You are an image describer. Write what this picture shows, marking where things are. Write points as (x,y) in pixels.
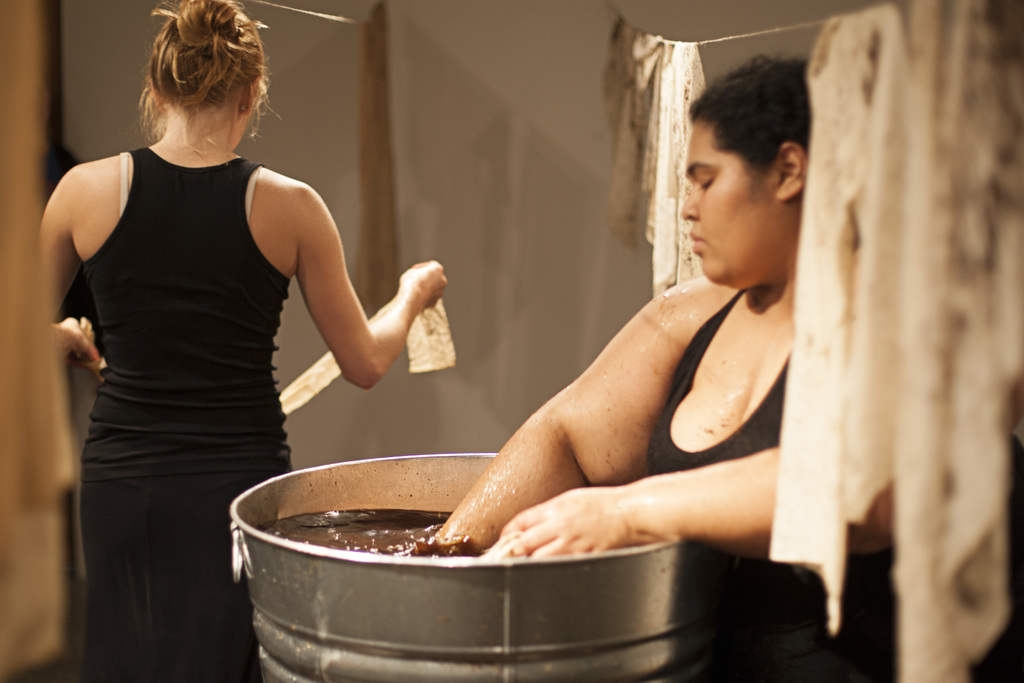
In this image there is a woman (701,356) who is mixing the dark liquid (369,534) which is in the vessel (422,603). On the left side (191,282) there is another woman (242,364) who is holding the cloth (299,378). On the right side (703,45) there is a rope (741,38) on which there are white clothes (912,164).
